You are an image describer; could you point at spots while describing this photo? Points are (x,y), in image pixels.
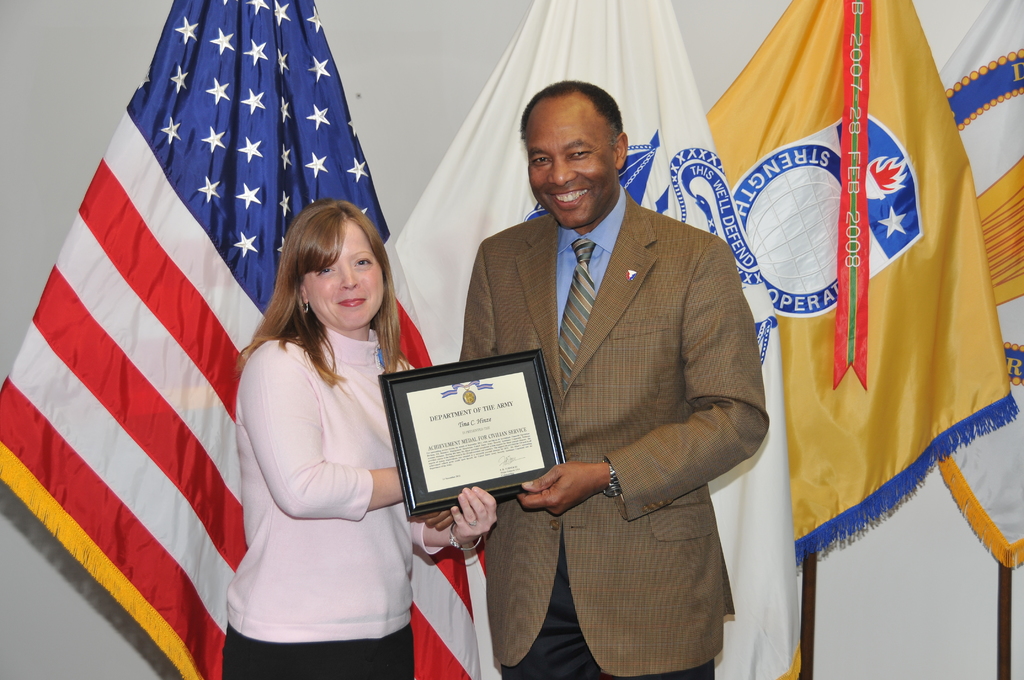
In this image we can see few people (590,578) standing and holding an object (516,467). There are few flags (827,247) in the image.
